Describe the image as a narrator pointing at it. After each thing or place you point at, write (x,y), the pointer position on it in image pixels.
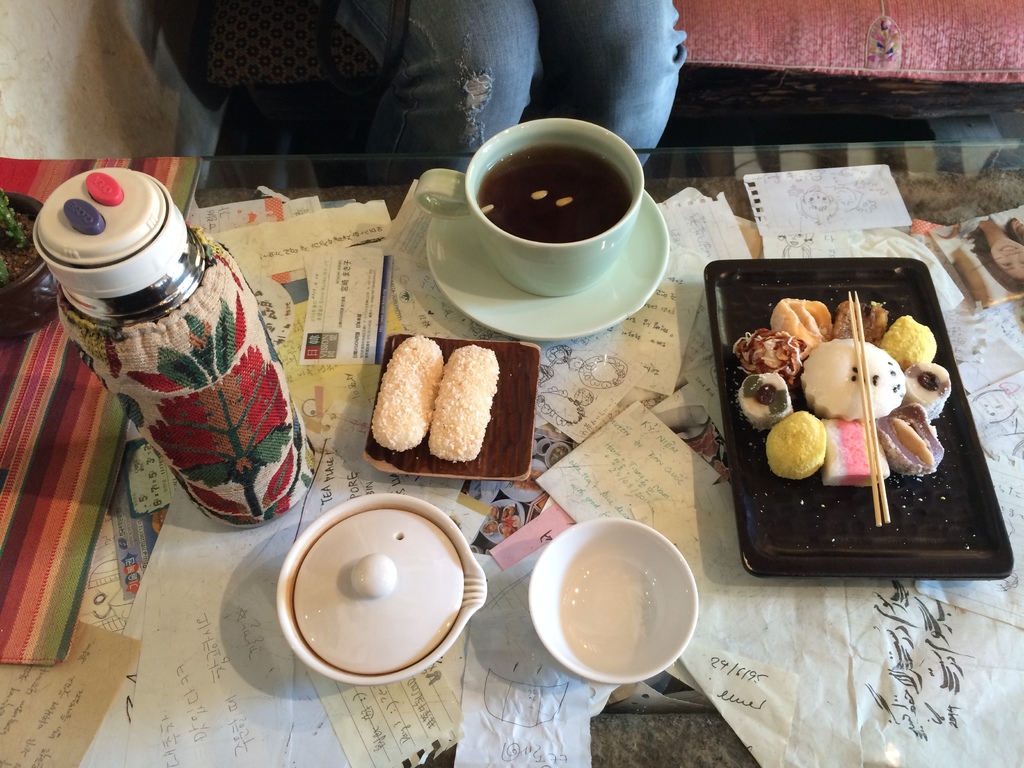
In this picture we can see the legs (481,44) of a person (508,41). In front of the person (432,119) there is a table (262,154) and on the table (259,171) there is a bottle (201,339), saucer (506,320), cup (547,277), bowls (531,581), chopsticks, a plate (805,511), food items (808,423), papers (747,647) and some objects (75,437).
